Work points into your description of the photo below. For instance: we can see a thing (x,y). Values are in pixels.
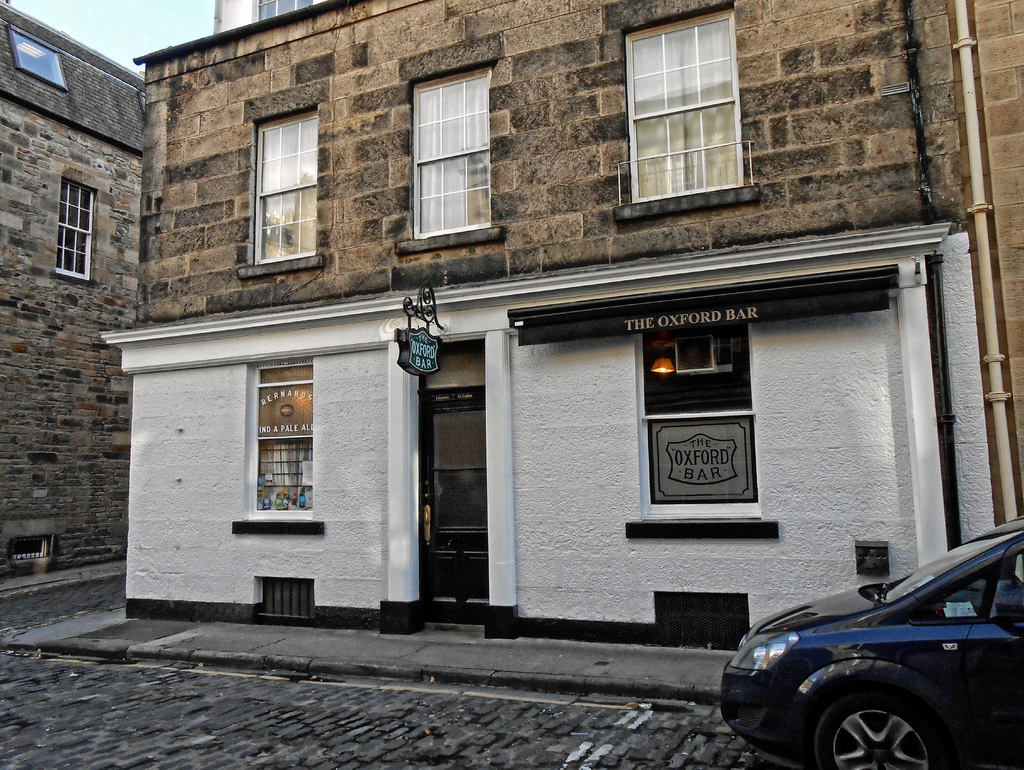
As we can see in the image there are buildings (518,160), windows (427,156), door (438,493) and blue color car (908,627). On the top (118,31) there is a sky (110,44).
